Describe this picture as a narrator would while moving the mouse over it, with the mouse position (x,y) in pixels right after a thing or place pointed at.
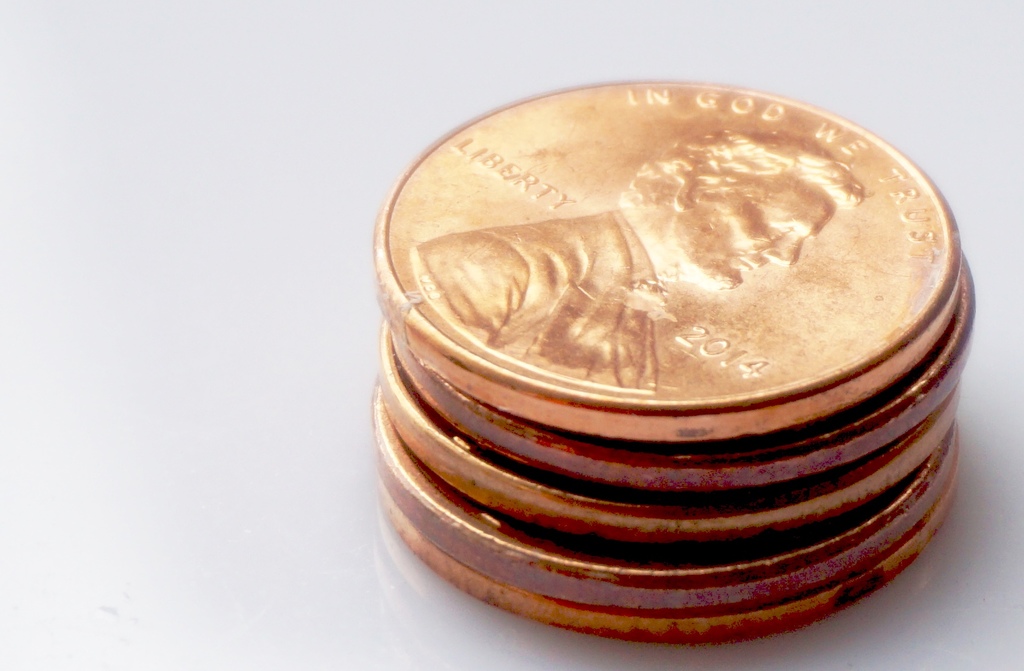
In this image there is a stack (569,287) of coins (569,287).
